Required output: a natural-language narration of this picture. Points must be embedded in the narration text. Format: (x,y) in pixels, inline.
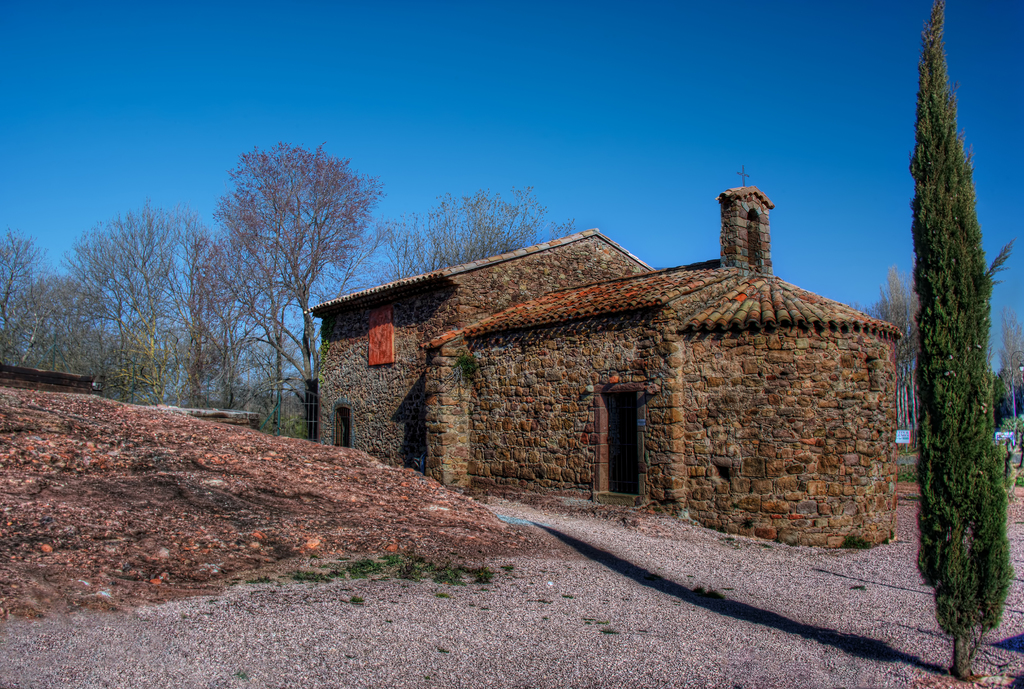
In the center of the image (544,305) we can see the sky (509,101), trees (302,231), one building (579,255) and a few other objects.
